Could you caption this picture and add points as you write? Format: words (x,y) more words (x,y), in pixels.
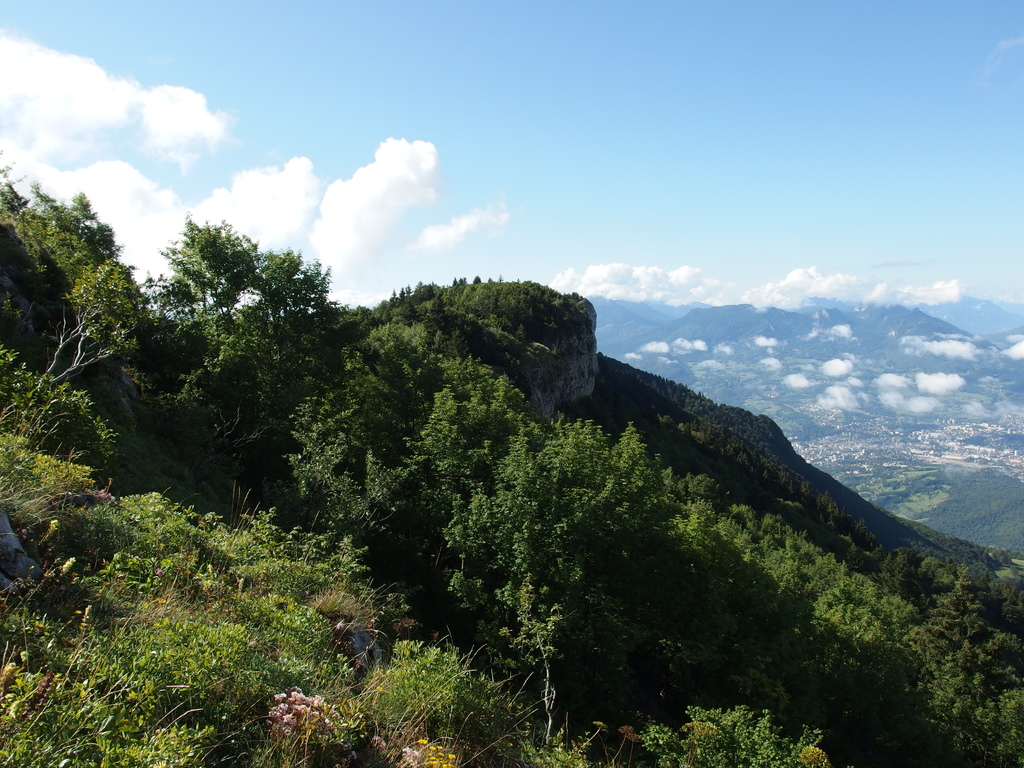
In this picture there is a beautiful view of the mountains (402,373) with full of trees (622,427). Behind there is a mountain (636,309), blue sky (818,253) and clouds (830,393).
